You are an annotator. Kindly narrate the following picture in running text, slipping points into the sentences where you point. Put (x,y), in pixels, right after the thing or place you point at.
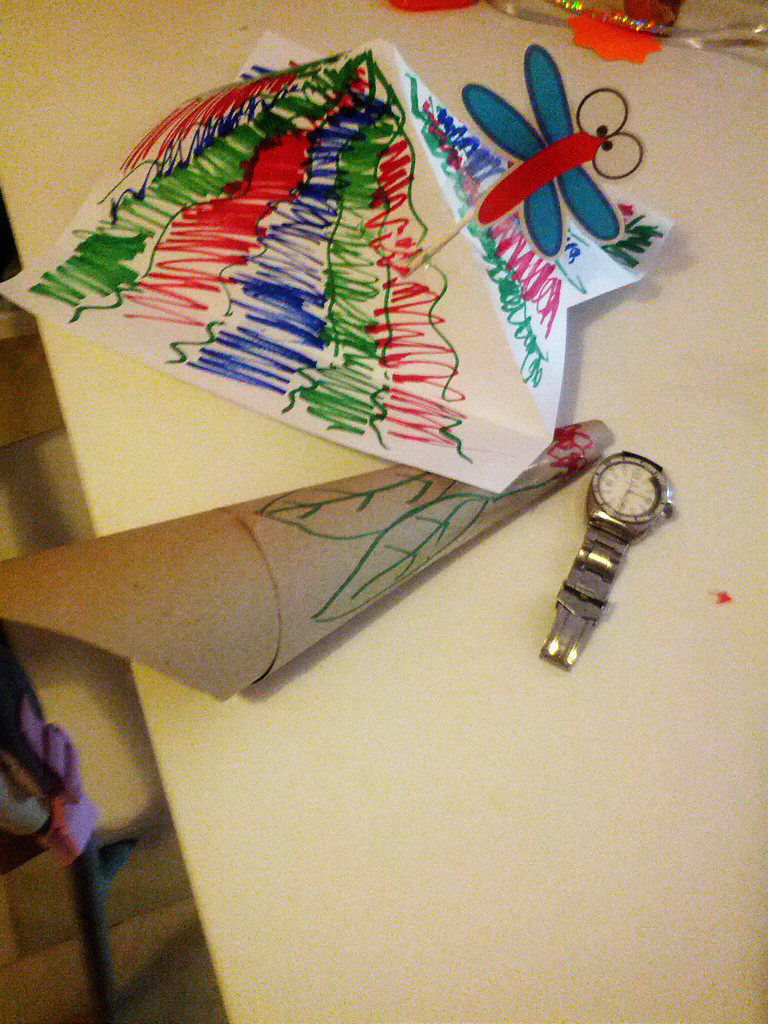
In this image we can see table (251,434) on which there is a watch (612,524) and there are other paper objects (357,249).
